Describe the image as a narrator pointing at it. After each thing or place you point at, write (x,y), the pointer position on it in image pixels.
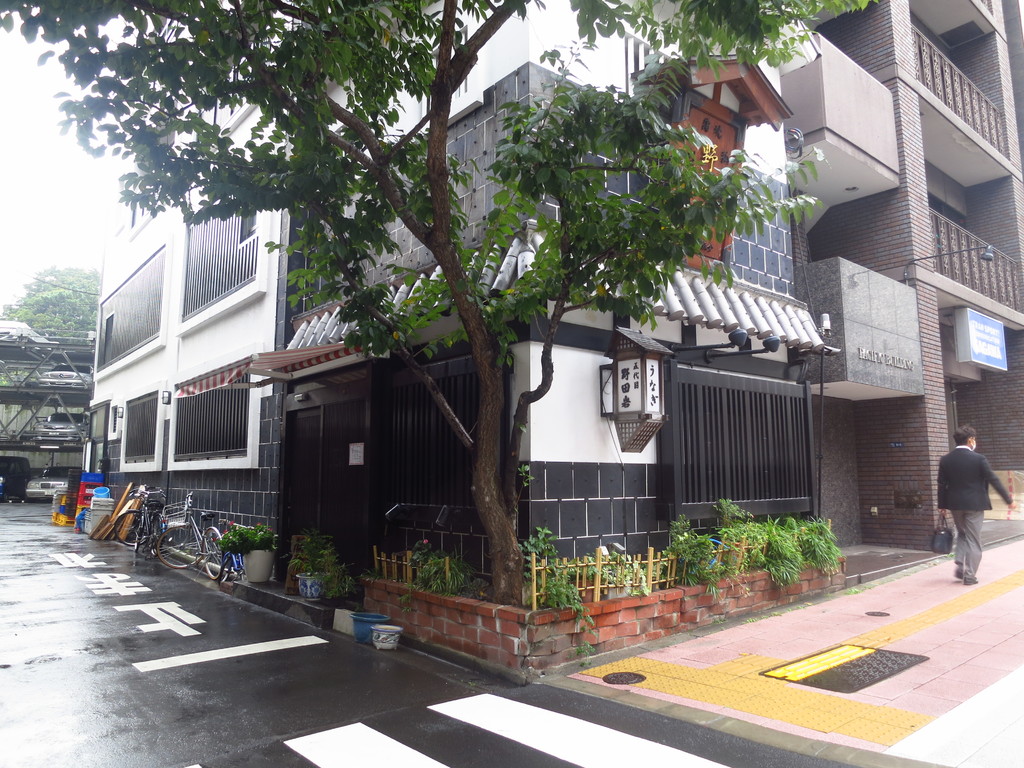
In this image in front (200,503) there are buildings (560,454) and in front of the buildings (366,388) there are plants (702,535), trees (607,222), cycles (224,552), car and a few other objects (380,615). We can also see a person (966,575) walking on the road (873,629).
